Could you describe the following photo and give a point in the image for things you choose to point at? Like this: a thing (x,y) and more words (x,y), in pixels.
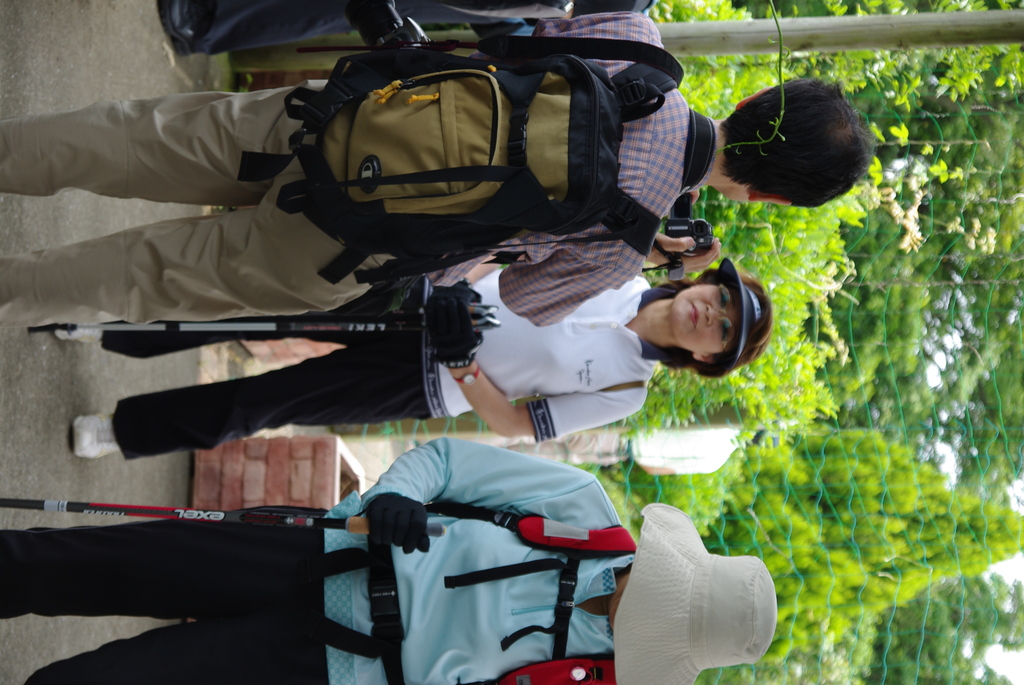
In this image, we can see few peoples (616,310) are standing. Few are smiling. Few are wearing a caps (664,568) on his head (687,284). At the left side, person (647,145) is wearing a backpack (520,154) and he hold camera (694,224) on his hand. The back side, we can see few trees (905,506), net (852,473) and pole (867,32). In the middle (606,353) and right person (435,500) are holding a stick (328,330).
